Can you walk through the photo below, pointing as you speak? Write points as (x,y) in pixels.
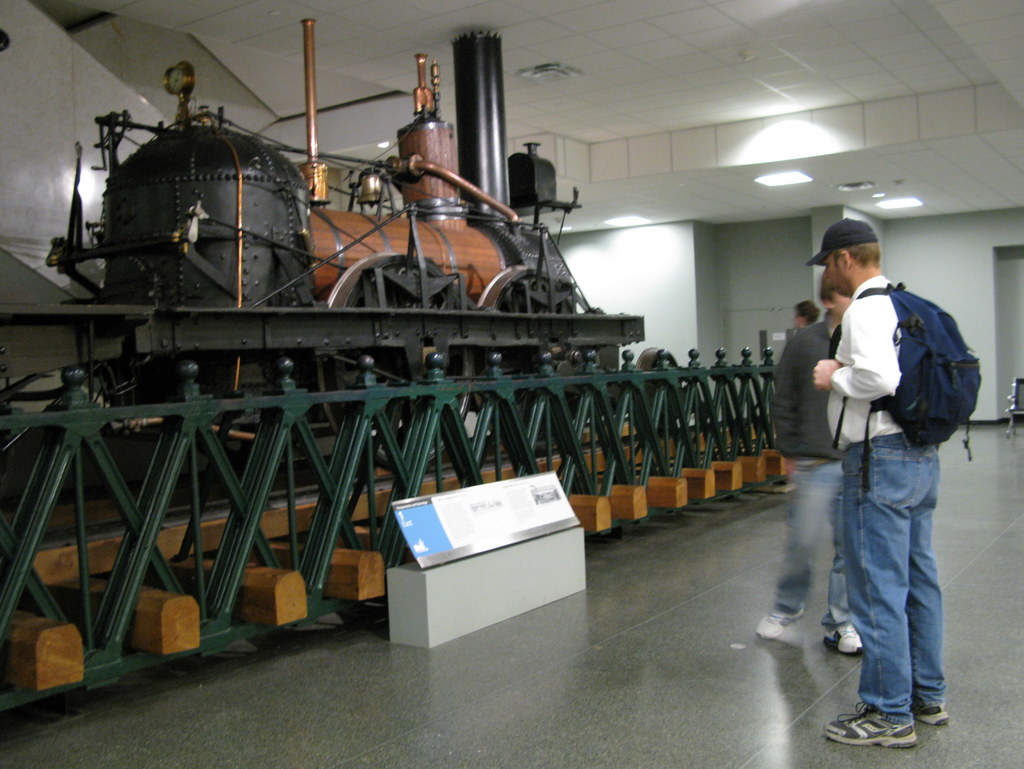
In the picture we can see a train engine (306,247) beside it, we can see a railing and near it, we can see two people (857,266) are standing, one man (863,248) is wearing a bag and cap (848,236) and to the ceiling (954,172) we can see the lights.
